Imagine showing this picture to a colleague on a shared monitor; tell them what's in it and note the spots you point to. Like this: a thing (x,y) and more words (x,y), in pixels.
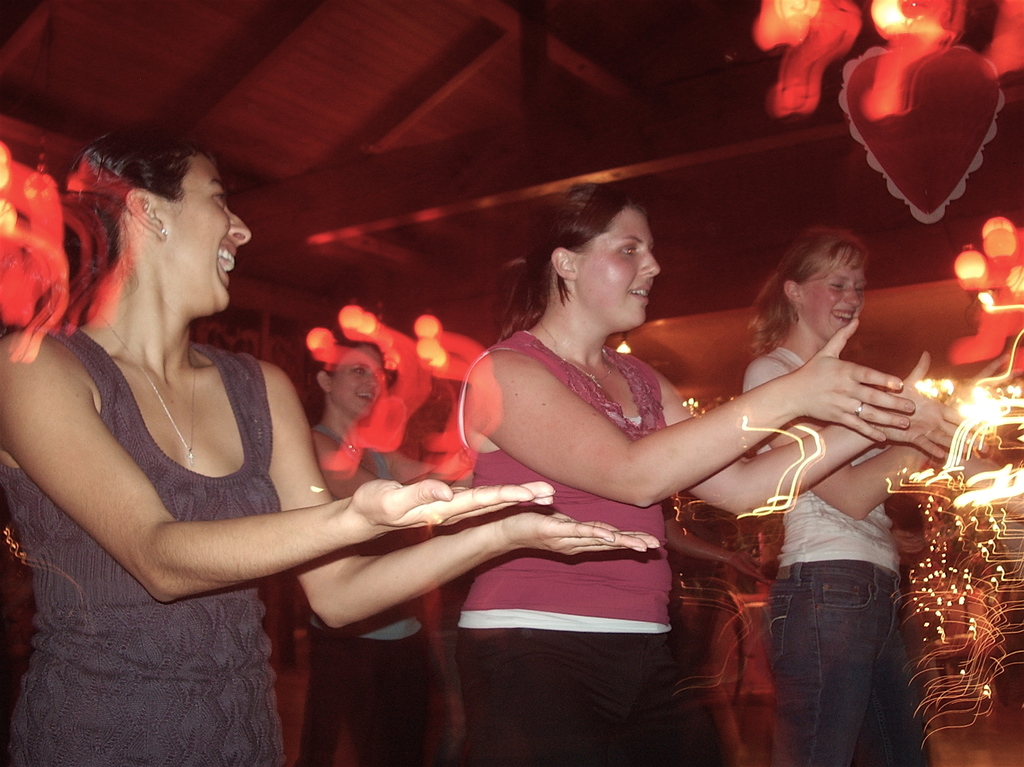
In this picture, we can see a few people (478,438), ground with some objects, and we can see the roof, and some lights (1004,40).
